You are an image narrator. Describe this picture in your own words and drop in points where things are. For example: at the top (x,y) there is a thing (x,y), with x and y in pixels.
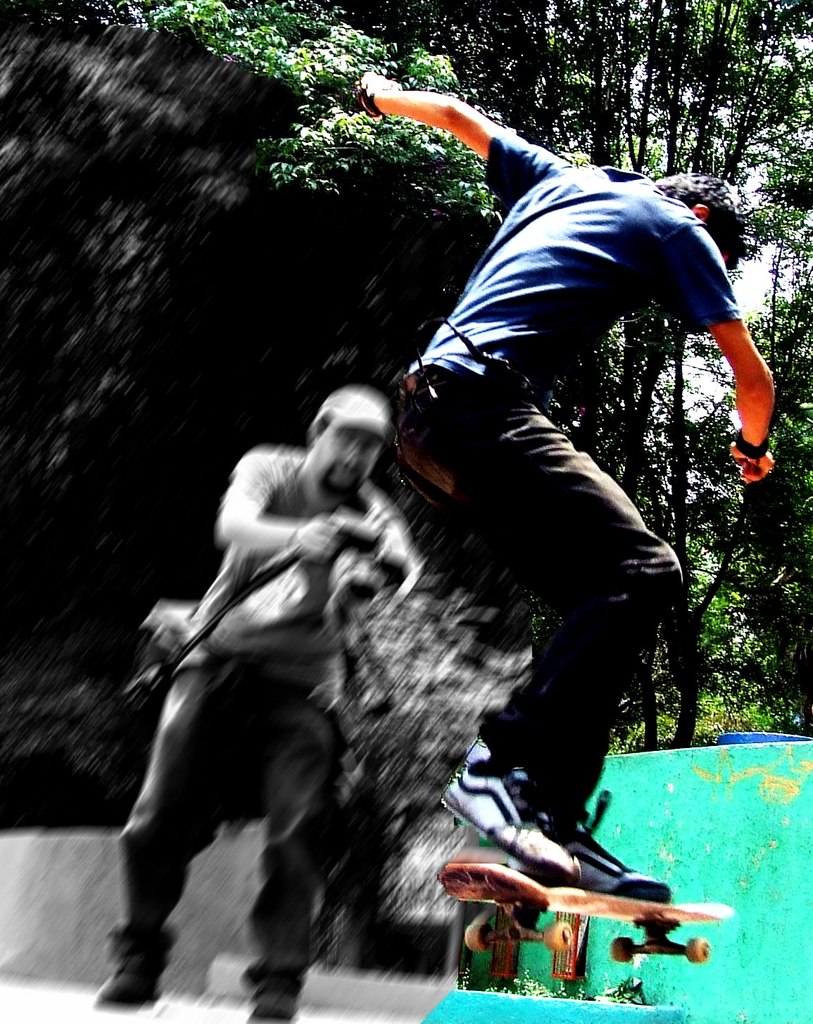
In this image, we can see two people (558,334). Here a person (312,619) is holding a camera (364,566). Right side of the image (608,573), a person (549,695) is on the air with skateboard (505,882). Background (806,538) we can see trees (760,559).
